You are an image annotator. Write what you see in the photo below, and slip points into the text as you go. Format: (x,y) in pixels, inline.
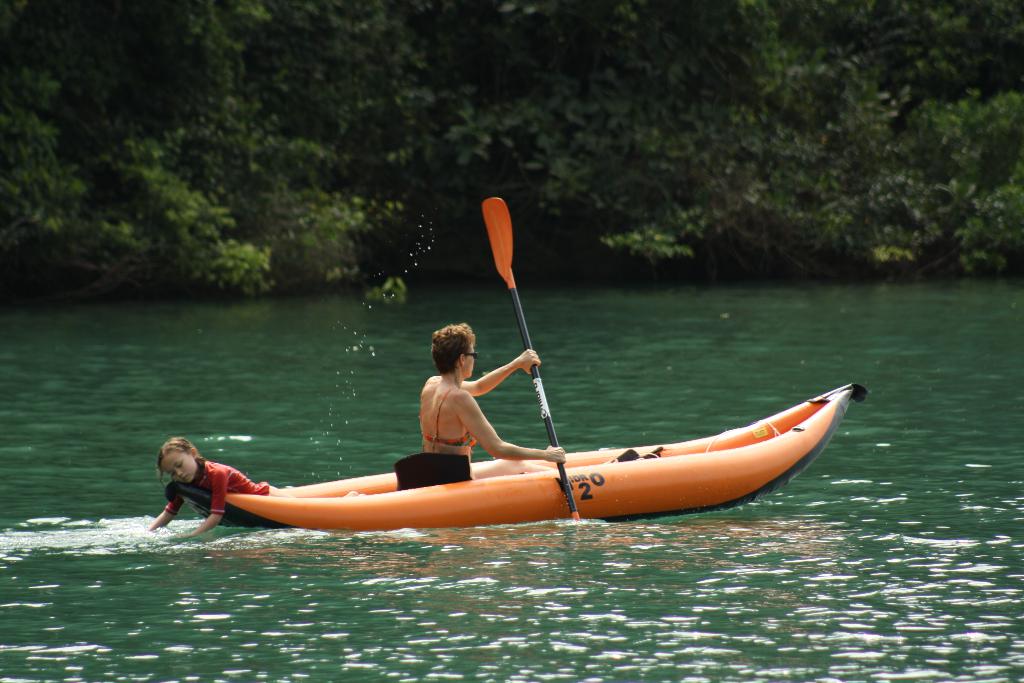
In this image we can see a woman (464,427) boating on the surface of the water (548,565). We can also see the girl (209,468). In the background (243,219) we can see many trees (775,145).
